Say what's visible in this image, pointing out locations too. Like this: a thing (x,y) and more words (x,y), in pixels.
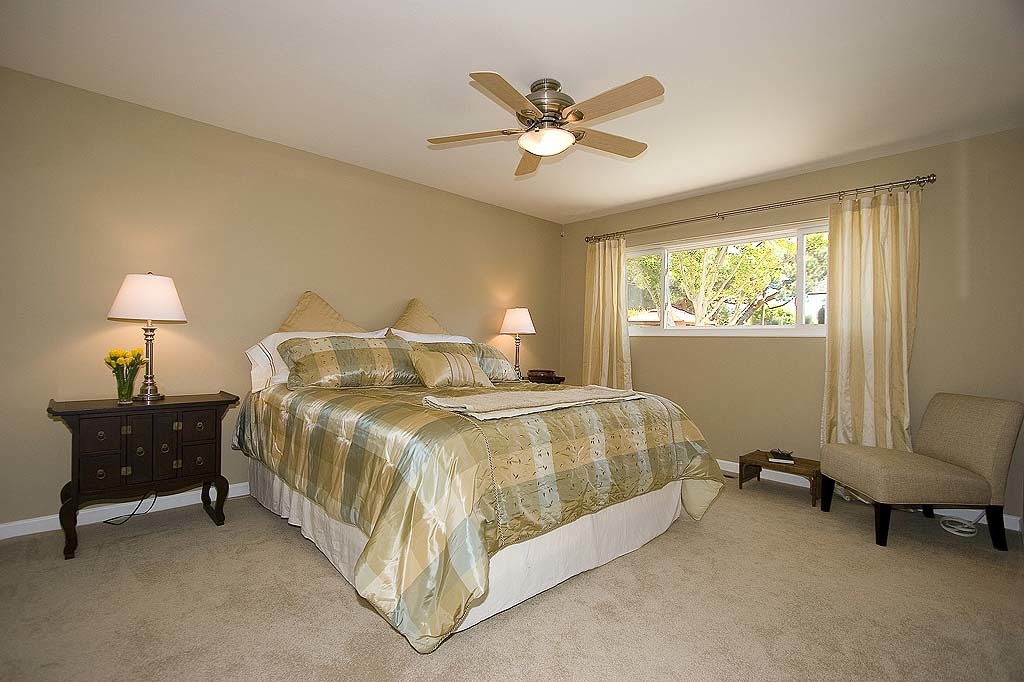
There is a bed (401,448) with bed sheet (409,444) and pillows (357,357). Near to that there are tables (192,415). On the tables (210,415) there is table lamp (179,316). Also there is a vase (117,382) with flowers (120,360). On the ceiling (457,115) there is a fan (490,76) with light (538,136). There are windows (693,283) with curtains (839,348). Through the window (716,282) we can see trees (707,293).
